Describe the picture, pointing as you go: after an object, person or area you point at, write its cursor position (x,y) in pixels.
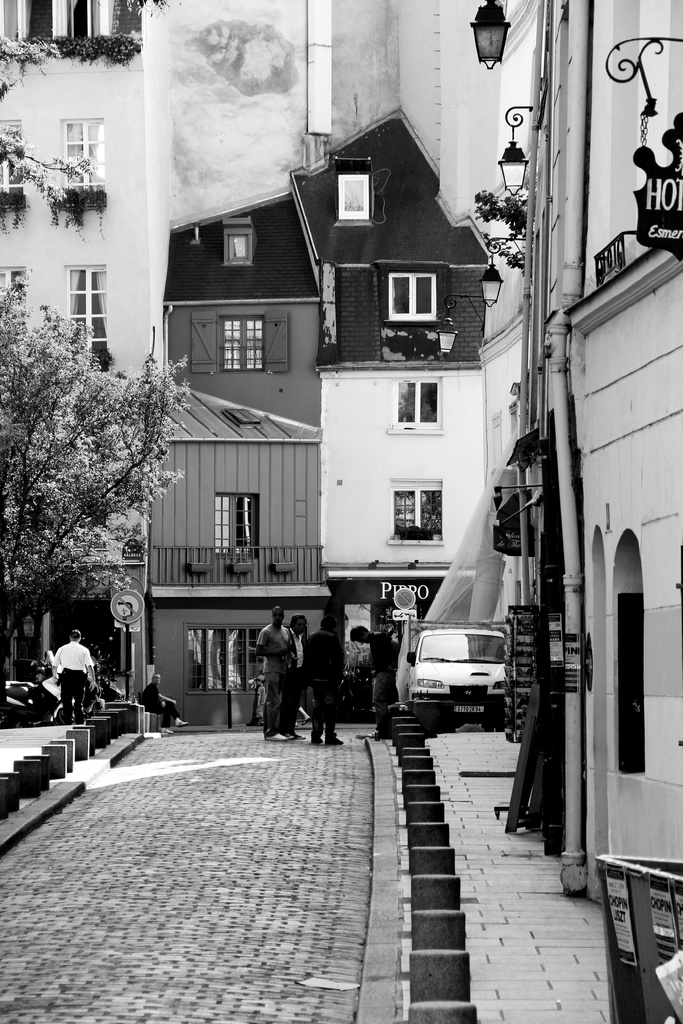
In this picture I can see few buildings (400,363) and a tree (112,460) and few people (293,683) standing and a man (71,692) walking and I can see a vehicle (469,654) parked and a sign board (120,599) to the pole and few plants (56,43) and lights (519,169) to the wall (560,191) of the building (444,119) and a board (680,121) hanging with some text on it and a dustbin (635,952) on the sidewalk (549,873).
